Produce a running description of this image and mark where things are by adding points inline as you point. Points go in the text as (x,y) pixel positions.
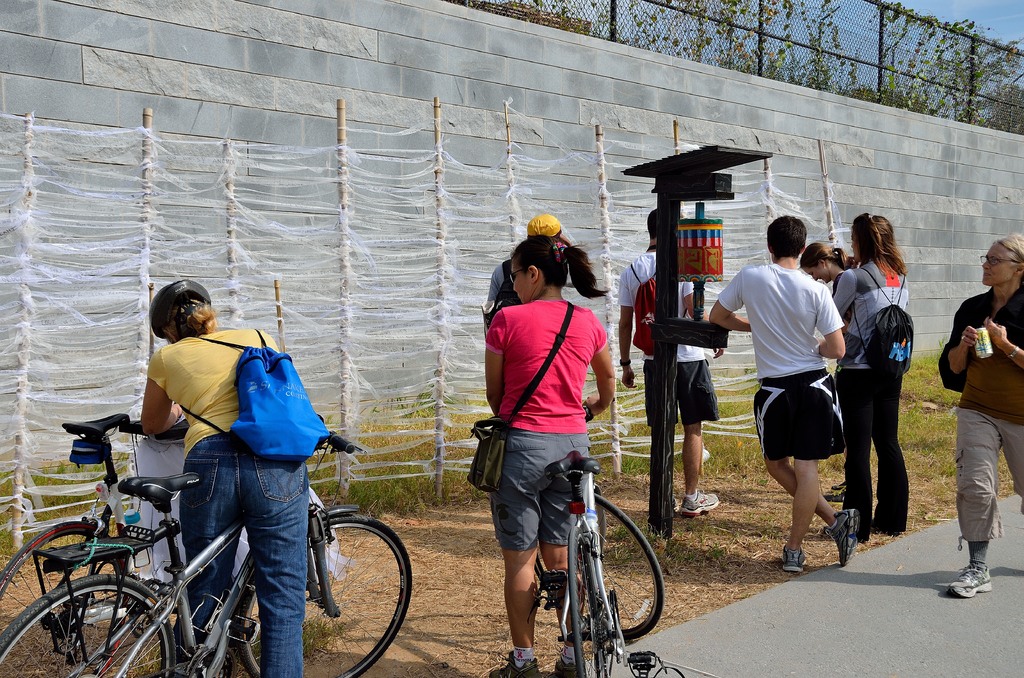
In the image we can see there are people (842,405) who are standing and women (193,525) are holding bicycle (210,544).
